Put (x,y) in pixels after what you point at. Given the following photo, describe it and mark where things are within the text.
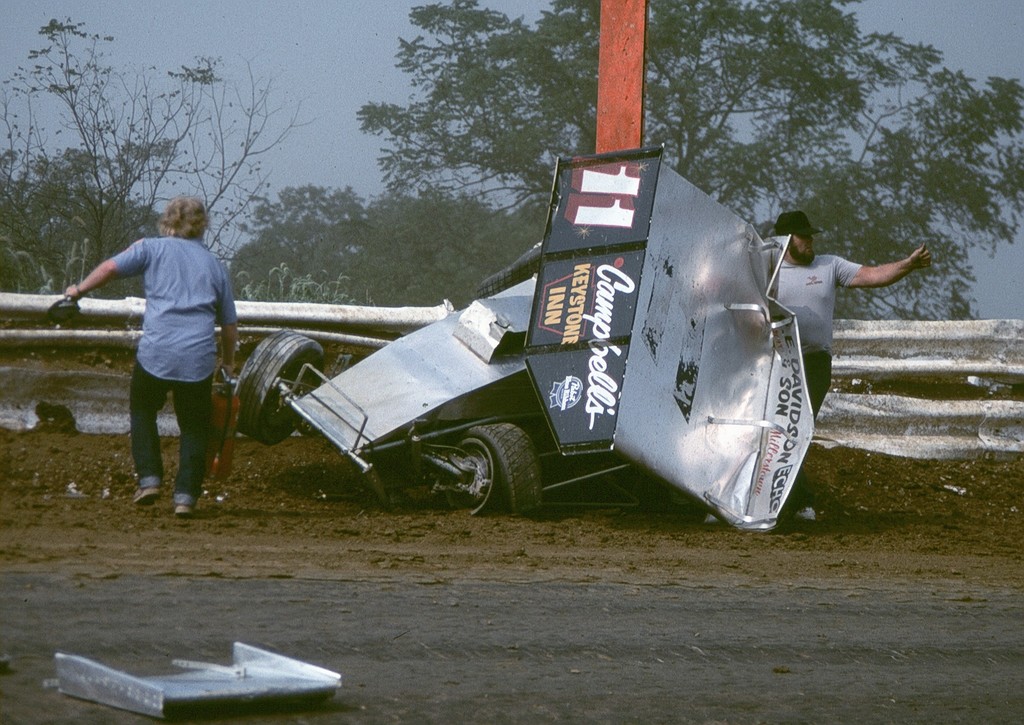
In this picture I can observe a crashed vehicle (433,348). There are two members (206,340) on either sides of this vehicle (319,375). Behind the vehicle (691,338) there is a railing (237,312). I can observe road (435,609) in front of the vehicle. In the background (475,188) there are trees (717,168) and a sky (313,99).
